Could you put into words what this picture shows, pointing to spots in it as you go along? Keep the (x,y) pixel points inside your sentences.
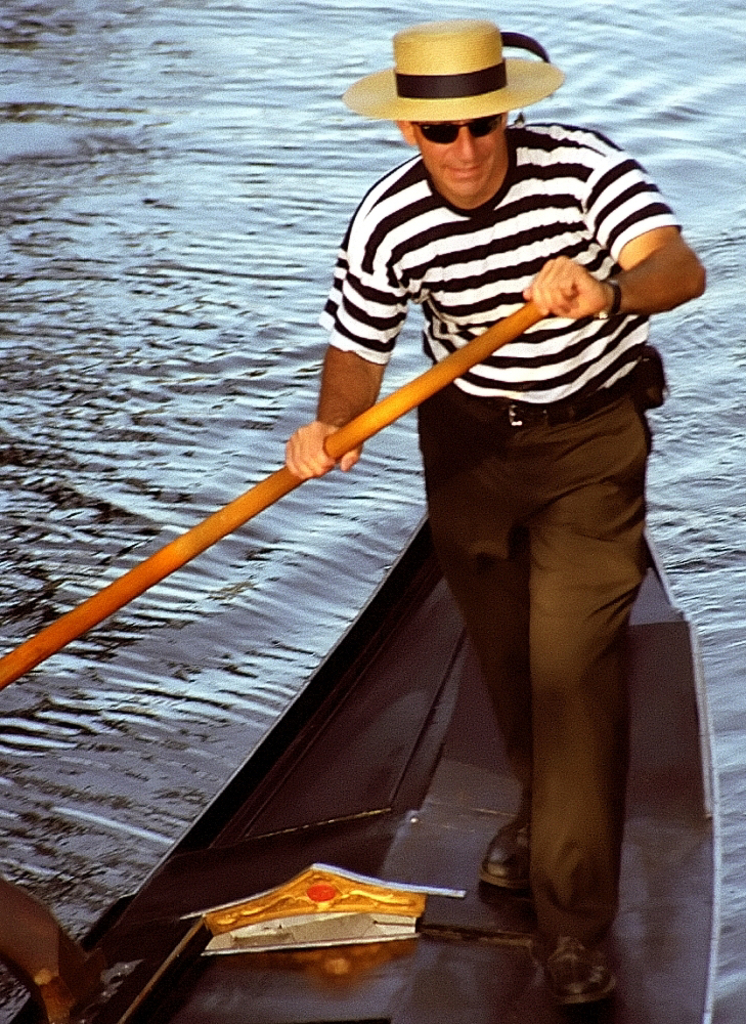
There is a man (547,772) standing on a boat (355,830) and holding a paddle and wore hat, in front of him we can see object (286,896) and we can see water (132,738).
